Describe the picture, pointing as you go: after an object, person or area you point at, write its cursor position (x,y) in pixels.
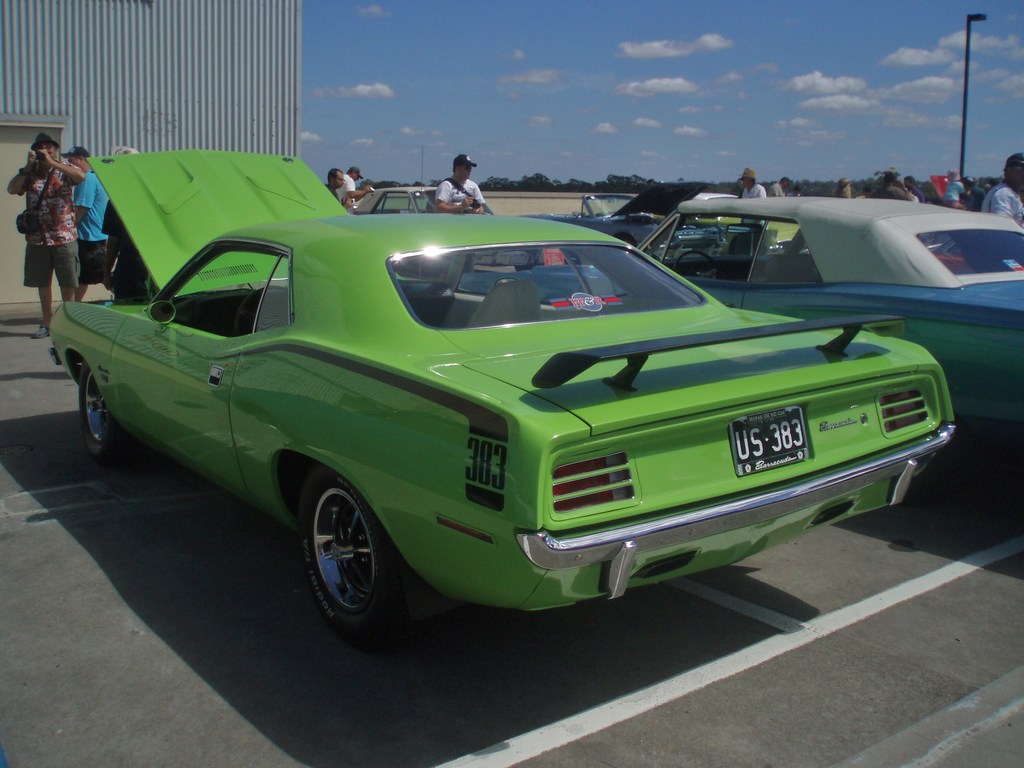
In this picture I can see few cars (657,273) parked and I can see bonnet (224,224) of a car (151,223) is opened and few people (62,252) are standing and few wore caps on their heads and I can see a building (209,49) on the top left corner (144,91) and I can see trees (597,183) and a pole light (967,80) and I can see blue cloudy sky (613,110).
